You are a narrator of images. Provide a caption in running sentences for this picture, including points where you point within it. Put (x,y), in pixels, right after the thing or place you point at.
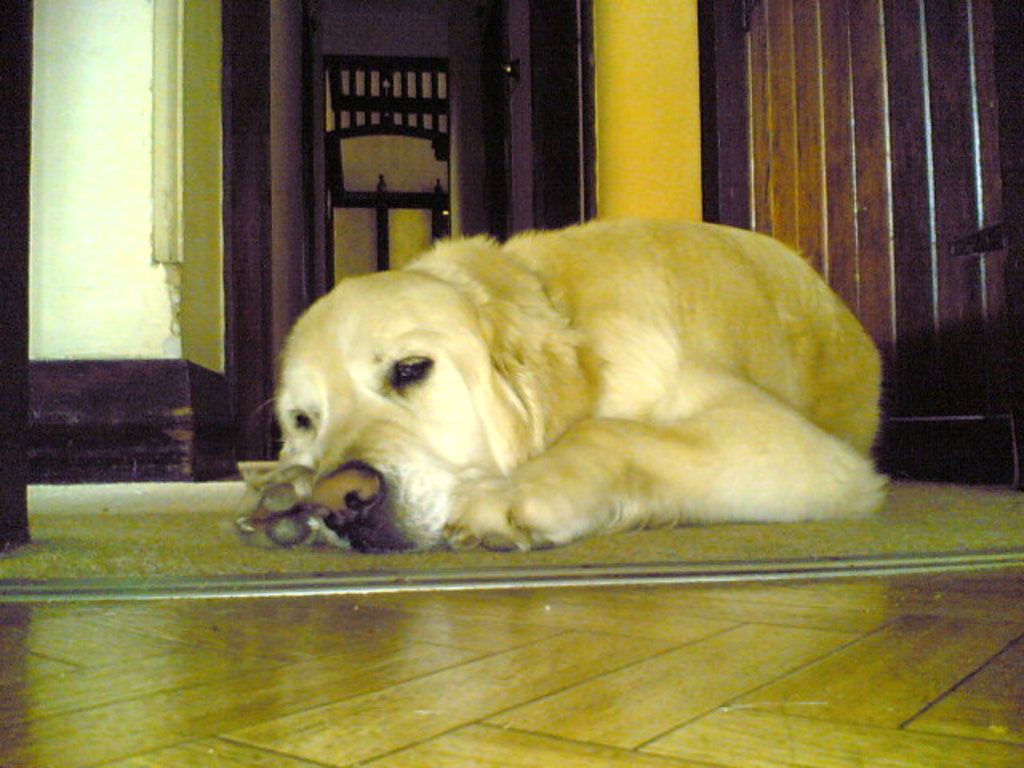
In the image there is a dog (556,237) lying on the floor (590,614), behind the dog (577,382) there is a wall (615,61) and door (523,47).
